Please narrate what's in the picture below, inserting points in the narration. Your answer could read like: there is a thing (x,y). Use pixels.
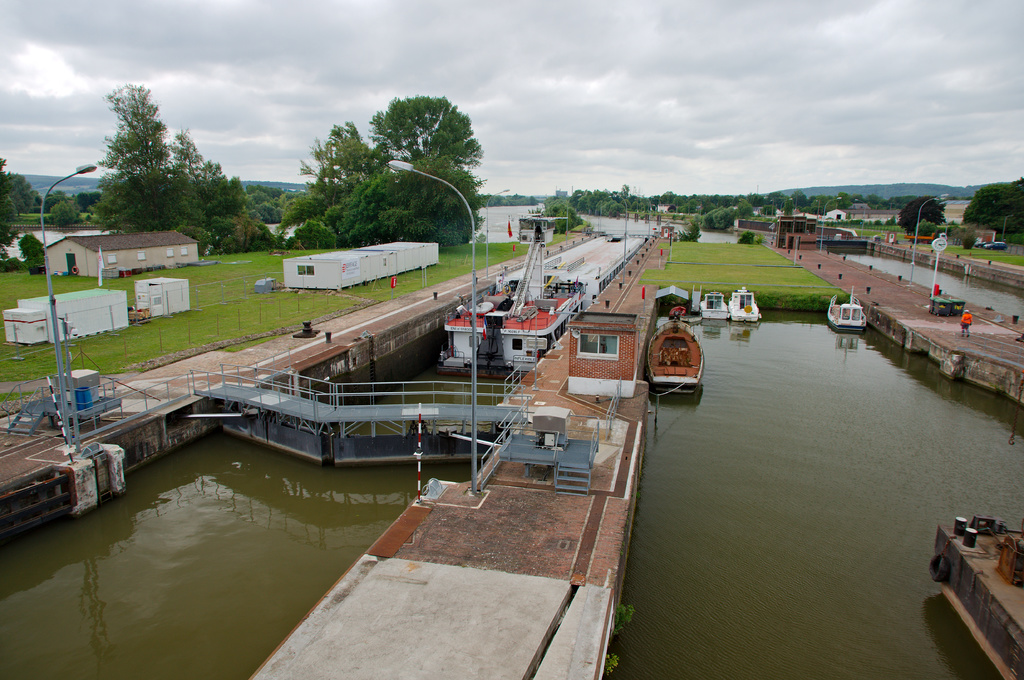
In this image In the middle (369,353) there is a canal (684,395) on which there are bridges (294,390) and some boats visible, on the right side (912,232) there are some poles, light poles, hill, trees (942,208), canals (728,229), persons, vehicles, at the top (818,53) there is the sky (290,165).
